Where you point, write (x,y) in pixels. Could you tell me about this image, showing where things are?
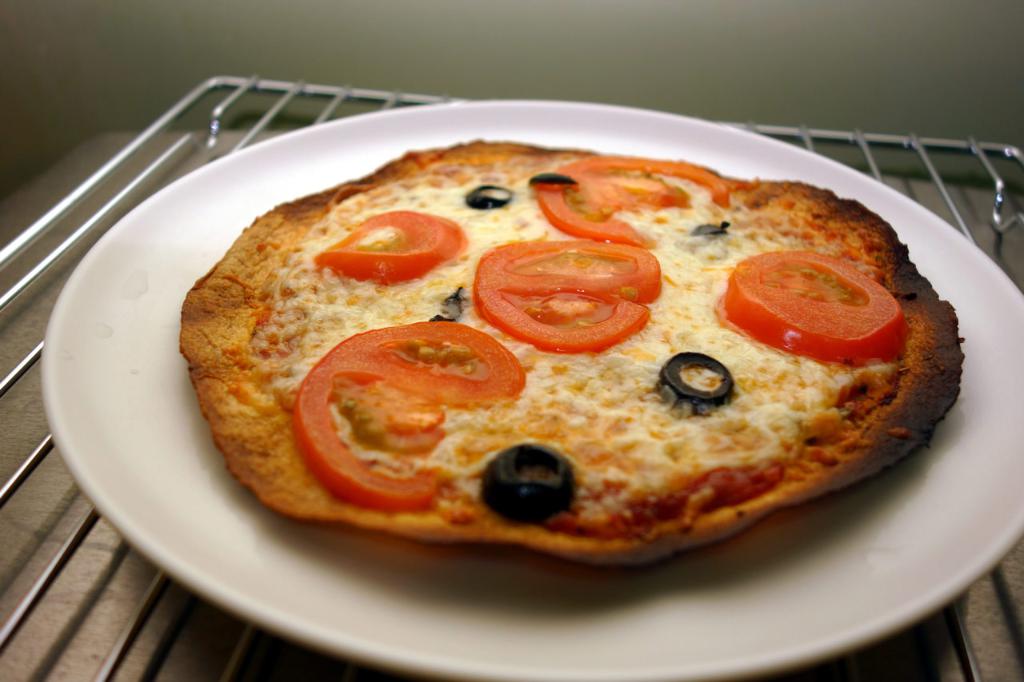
In the foreground of this picture (570,267), there is a pizza (442,340) on a plate (641,588) and this plate (136,399) is placed on a steel mesh (71,199) which is placed on a table (108,155). In the background (236,33), there is a wall (397,73).
